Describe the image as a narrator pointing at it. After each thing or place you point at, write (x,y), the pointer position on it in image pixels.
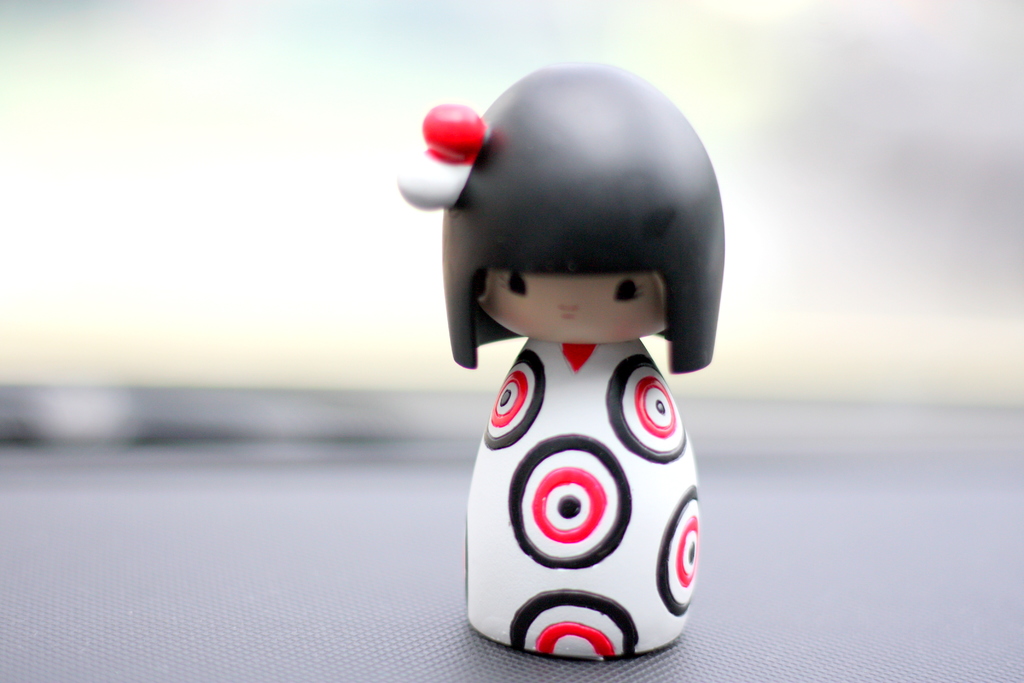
There is a toy (675,221) and the background of the toy (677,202) is blur.
